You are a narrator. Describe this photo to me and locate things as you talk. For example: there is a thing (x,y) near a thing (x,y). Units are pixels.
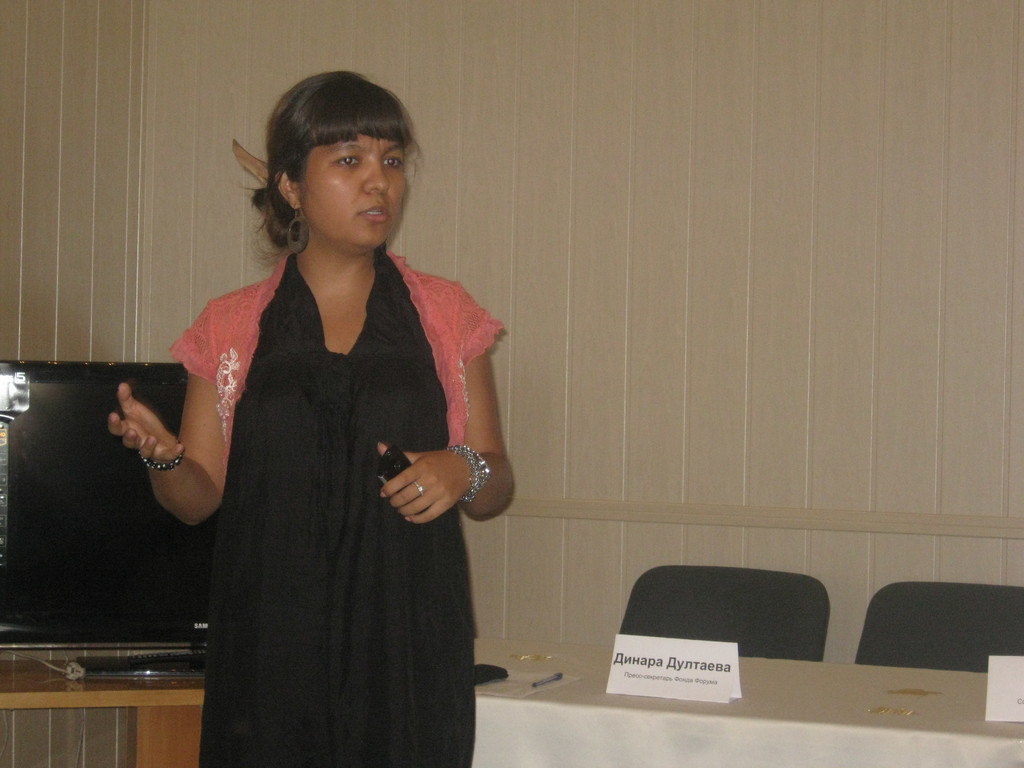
In this image I can see there is a woman (320,534) standing, there is a television (91,563) behind her, there is a table (585,662) at the right side (813,681) and there is a pen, a few papers (551,674), name boards (1017,683) and chairs (791,616) at right side (702,649) and there is a wall (612,67) in the backdrop (294,82).
